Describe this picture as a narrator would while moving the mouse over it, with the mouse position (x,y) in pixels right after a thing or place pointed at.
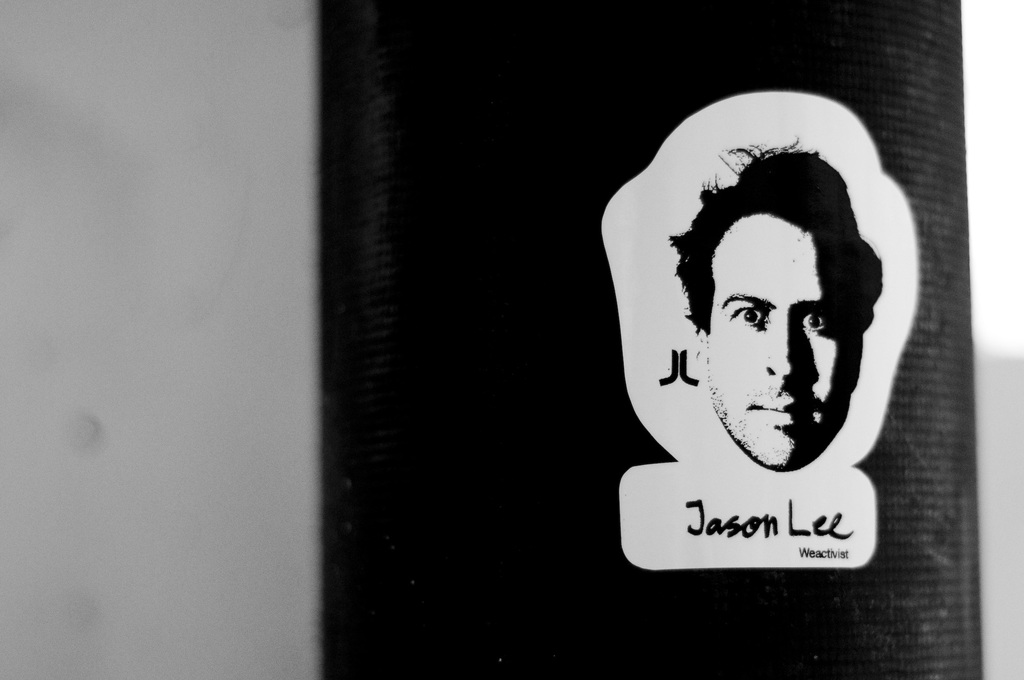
This is a black and white image. In this image we can see a person's head (748,327) with something (777,518) written below that.
